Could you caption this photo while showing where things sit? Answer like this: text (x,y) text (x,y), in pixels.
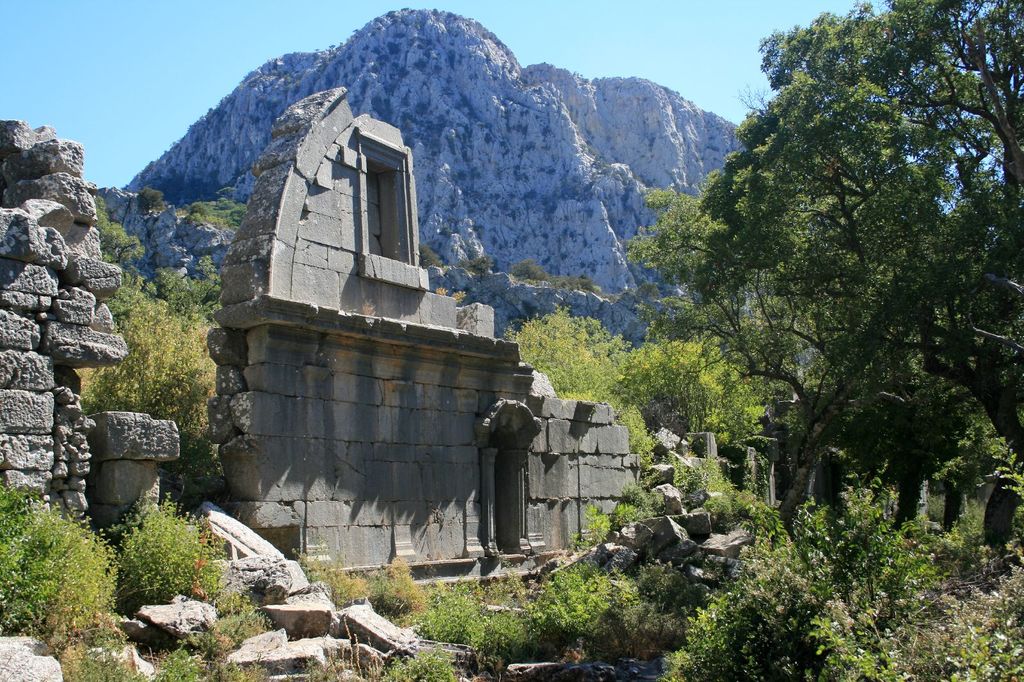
In this picture we can see the wall (340,518), few stones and trees (864,157) and in the background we can see rocks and the sky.
